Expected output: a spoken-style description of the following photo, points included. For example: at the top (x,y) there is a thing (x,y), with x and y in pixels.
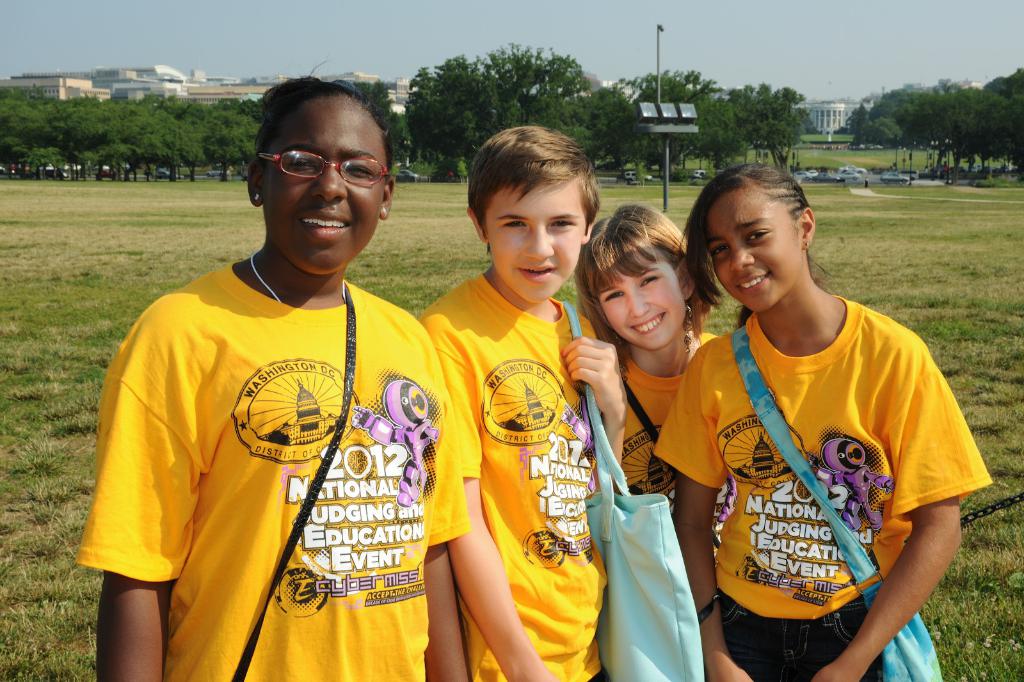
In front of the picture, we see three girls (436,378) and a boy (569,237) are standing. They are wearing the bags (666,528) and all of them are wearing the yellow T-shirts (531,443). All of them are smiling and they are posing for the photo. At the bottom (995,599), we see the grass (964,392). In the middle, we see a pole (657,111). There are trees (223,115), buildings (941,87) and the cars (67,176) in the background (941,87). At the top (489,50), we see the sky (643,43).
